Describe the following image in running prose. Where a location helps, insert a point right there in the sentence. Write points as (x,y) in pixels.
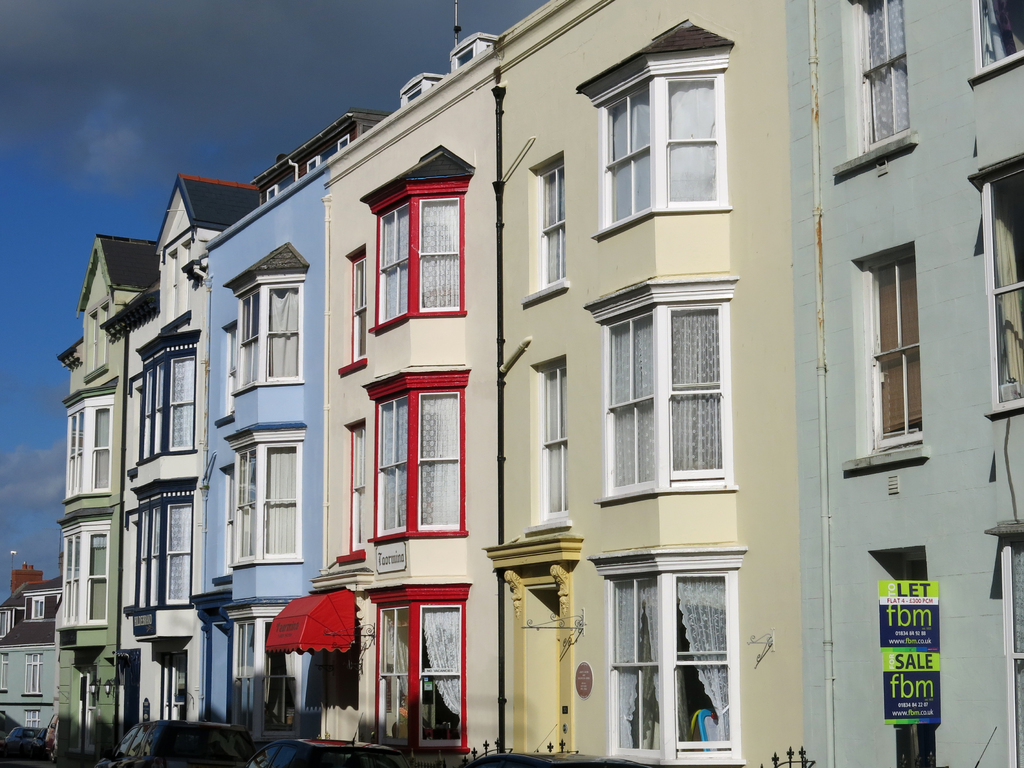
In this picture I can see the buildings (390,378). I can see glass windows (286,494). I can see the vehicles (229,745) on the surface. I can see clouds (236,79) in the sky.
